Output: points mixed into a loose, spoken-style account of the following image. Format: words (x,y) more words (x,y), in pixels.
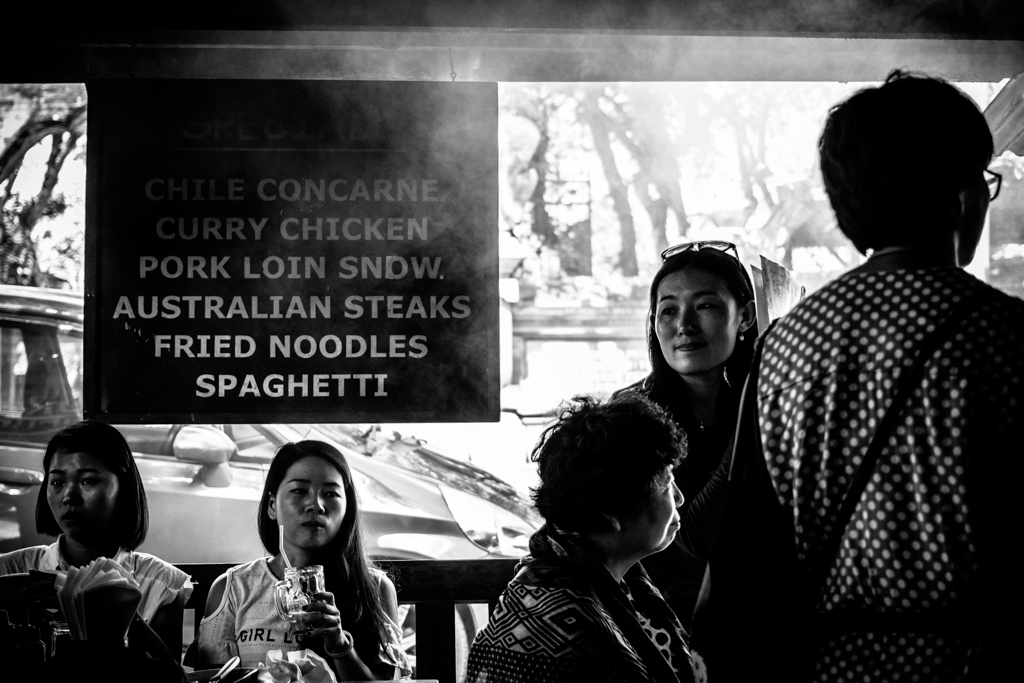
In this image we can see persons (825,364) sitting and standing on the floor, information board (319,404), motor vehicles (75,385), paper napkins (109,582), trees (39,214) and sky (625,163).
